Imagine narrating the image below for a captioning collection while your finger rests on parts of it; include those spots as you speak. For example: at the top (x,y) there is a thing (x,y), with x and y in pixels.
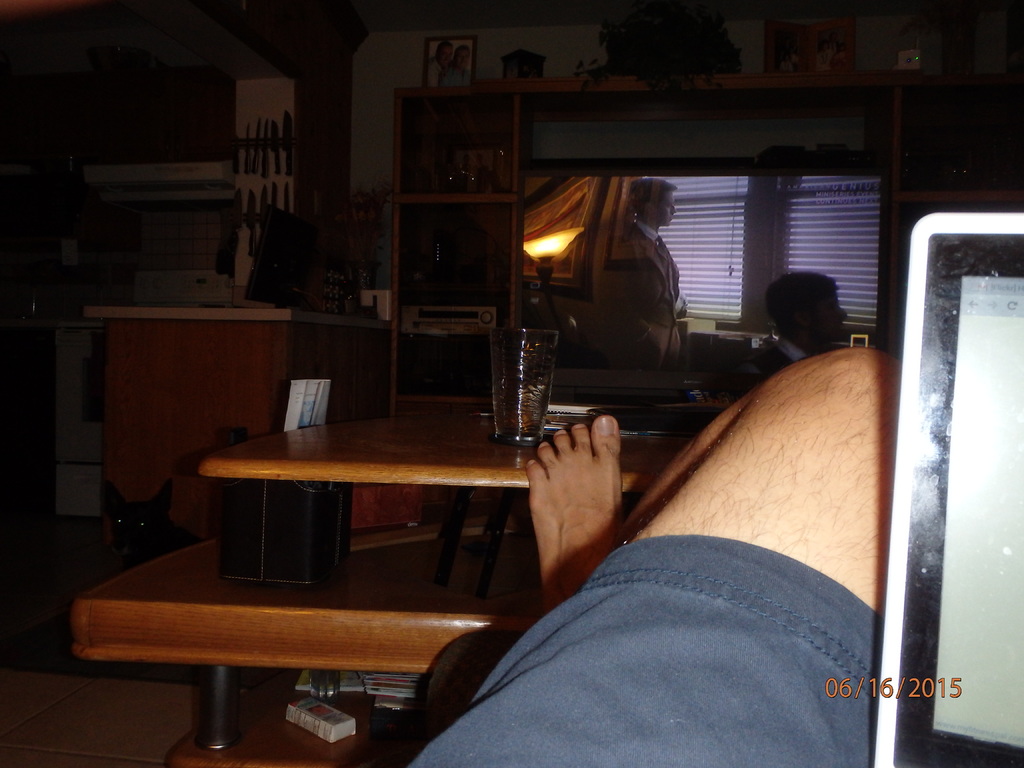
In this picture there is a boy (565,724), who is placing his leg (570,523) on the table (515,465) and there is a television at the center of the image (655,379) and there is also a laptop (993,404) at the right side of the image (1019,662).
